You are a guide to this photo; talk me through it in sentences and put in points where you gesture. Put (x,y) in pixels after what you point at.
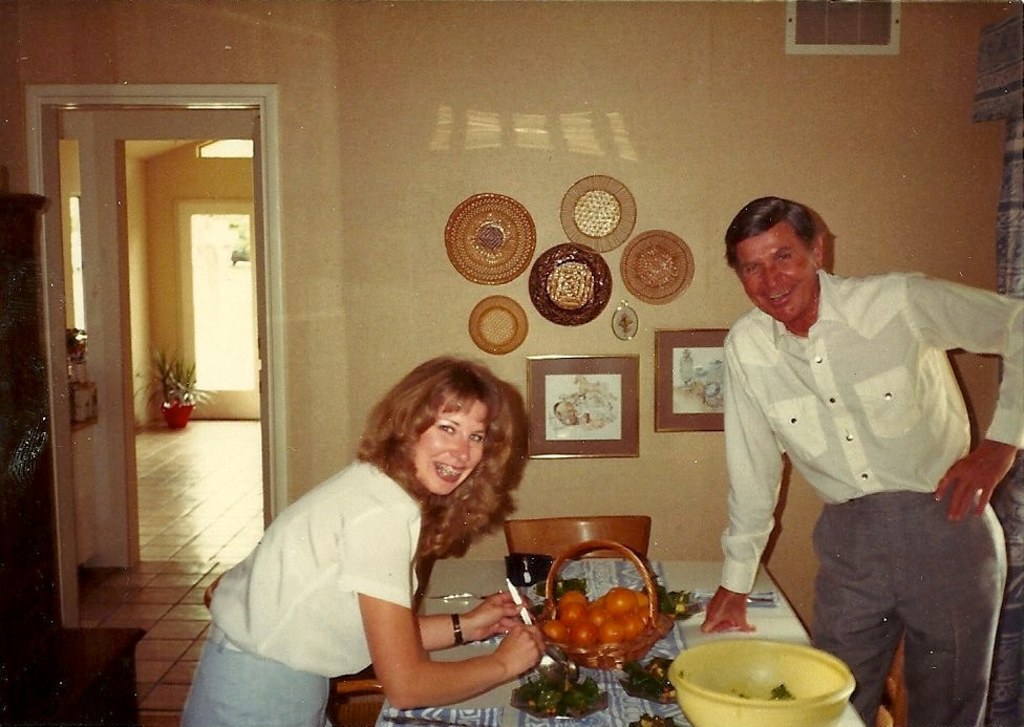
In this picture we can find a man (754,436) and woman (311,579) at the table (628,568) with some chairs (560,547) and also fruit basket (604,645) and a bowl (714,689), and there are some photo frames (580,362) on the wall (597,347) and there is a door (249,393) at the left side (239,370).
